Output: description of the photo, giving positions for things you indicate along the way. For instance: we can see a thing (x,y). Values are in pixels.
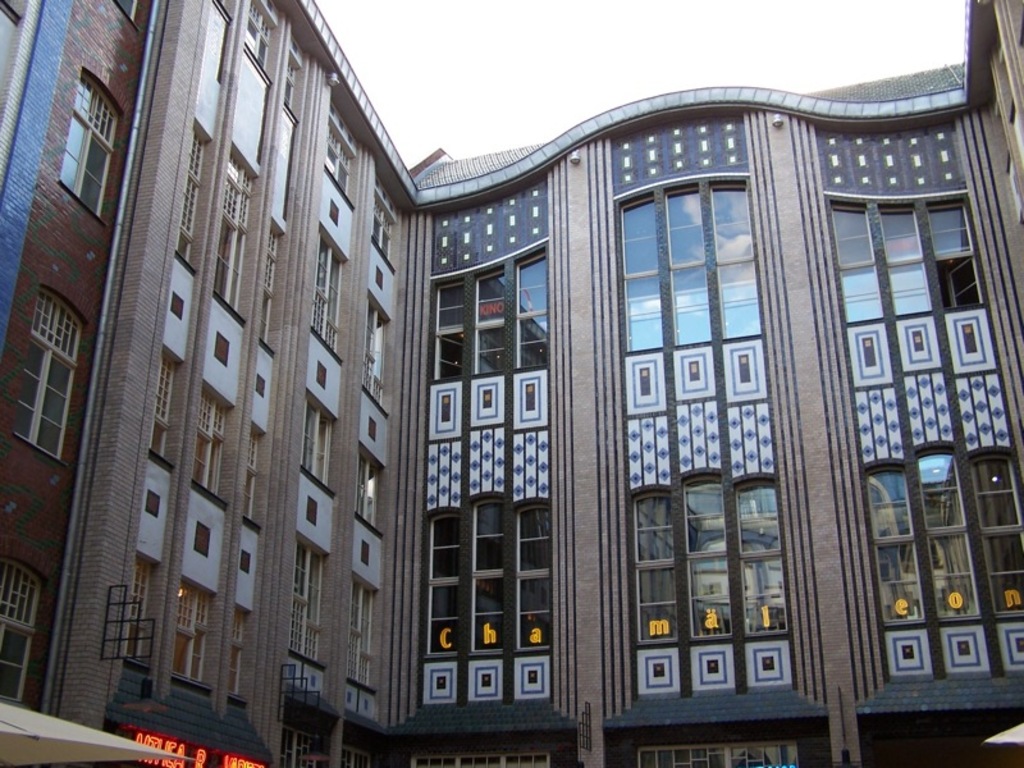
In the image there is a massive building (929,116), it has plenty of windows (534,287) and on the left side (207,720) there is a store (162,732) below the building (172,726).
